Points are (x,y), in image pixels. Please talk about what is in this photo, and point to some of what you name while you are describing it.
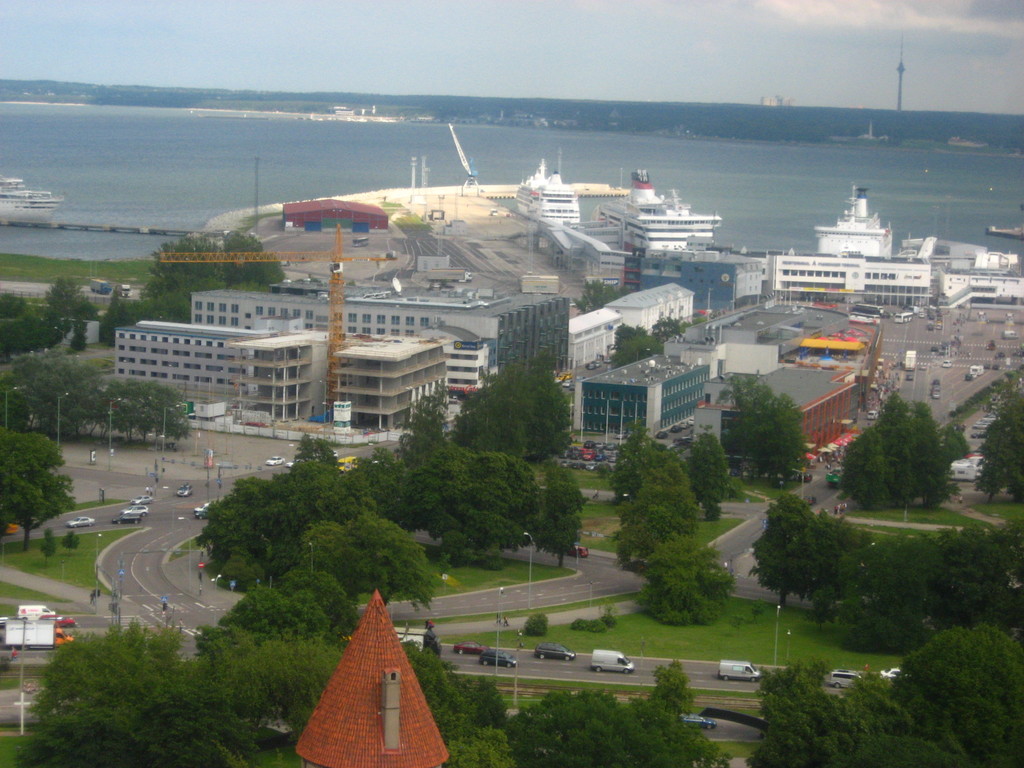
This image is taken outdoors. At the top of the image (548,30) there is the sky (871,57) with clouds (948,57). In the background (898,74) there are a few buildings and there is a tower (902,61). There is a river (166,167) with water (800,157). In the middle of the image (389,310) there are many buildings (379,300). Many vehicles (206,503) are moving on the road (160,500) and there are many trees (139,306) and plants (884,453) on the ground (801,607). There is a ground (802,608) with grass (85,569) on it. There are a few ships (565,203) on the river (943,237). There are a few poles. There is a weight lifting crane (332,303) and a few cars (278,459) are parked on the road (926,354).
